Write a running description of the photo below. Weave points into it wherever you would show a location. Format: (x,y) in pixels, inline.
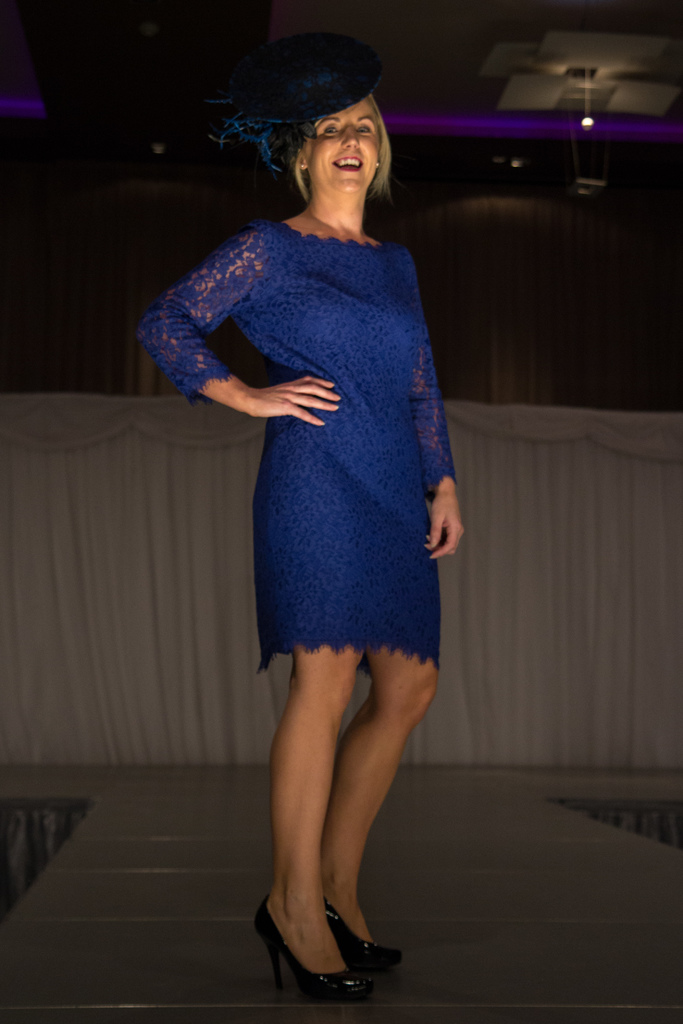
In this image we can see a woman (439,484) standing and smiling, behind her we can see a curtain (567,572) and the background (441,233) is dark.
